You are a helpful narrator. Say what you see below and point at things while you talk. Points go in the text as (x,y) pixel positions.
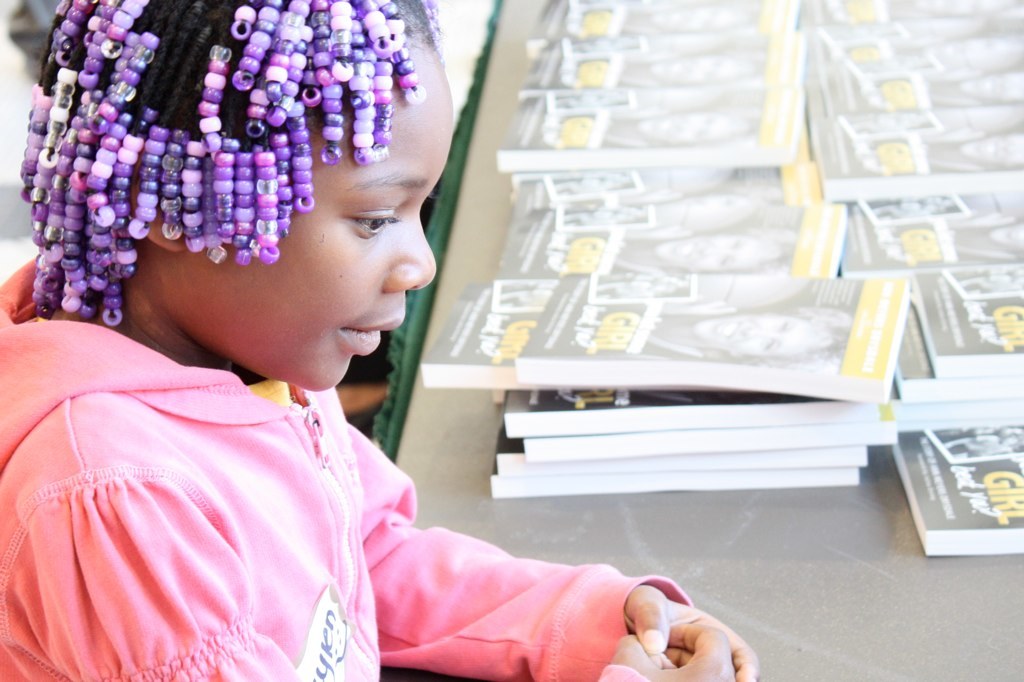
On the left side of the image (276,424) there is a girl (217,160). In front of her there is a table (666,507). On top of the table (473,491) there are books (791,201).
